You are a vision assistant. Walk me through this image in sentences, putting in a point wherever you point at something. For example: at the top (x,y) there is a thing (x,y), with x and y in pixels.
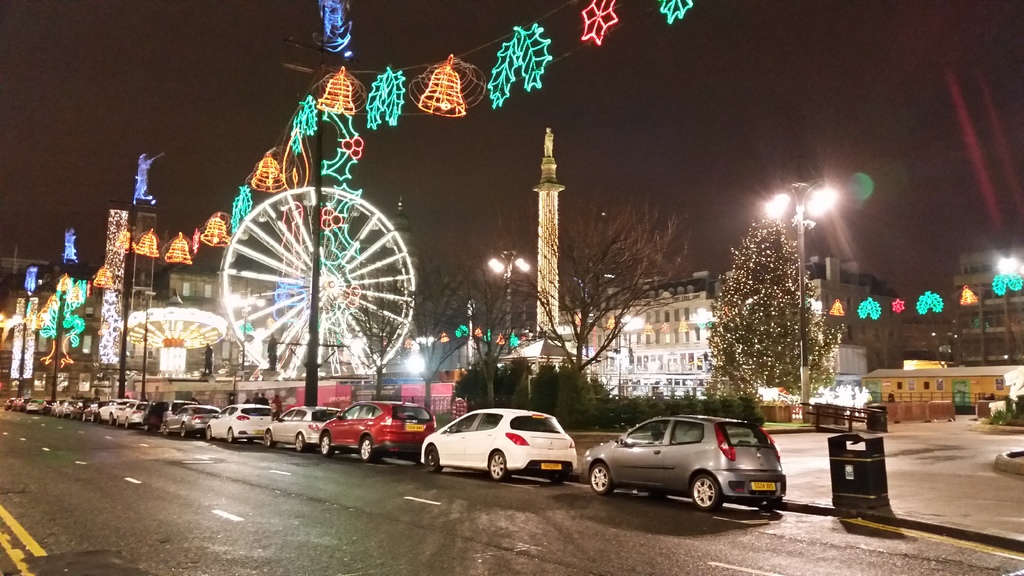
This is an outside view and it is an image clicked in the dark. At the bottom of the image (305,504) I can see few cars (280,436) on the road (105,490). In the background (195,312), I can see a giant wheel (305,234) and some games (194,332). On the right side (915,378) there are some buildings (996,332), street lights (796,215) and a tower (541,227). Here I can see a tree (772,314) which is decorated with the lights (753,322).
